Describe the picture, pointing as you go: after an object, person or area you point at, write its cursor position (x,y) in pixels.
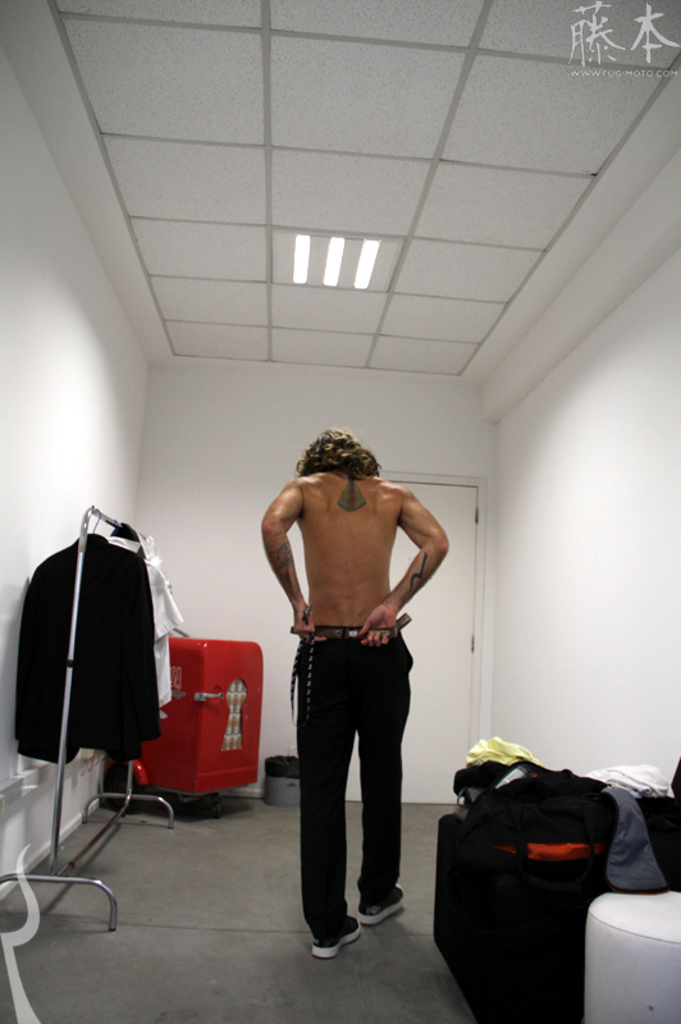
In this picture we can see a person (332,566) standing on the floor (240,911), cloths (59,725), door (452,579), ceiling (340,224), walls (5,381), lights (303,246) and some objects (221,753).
